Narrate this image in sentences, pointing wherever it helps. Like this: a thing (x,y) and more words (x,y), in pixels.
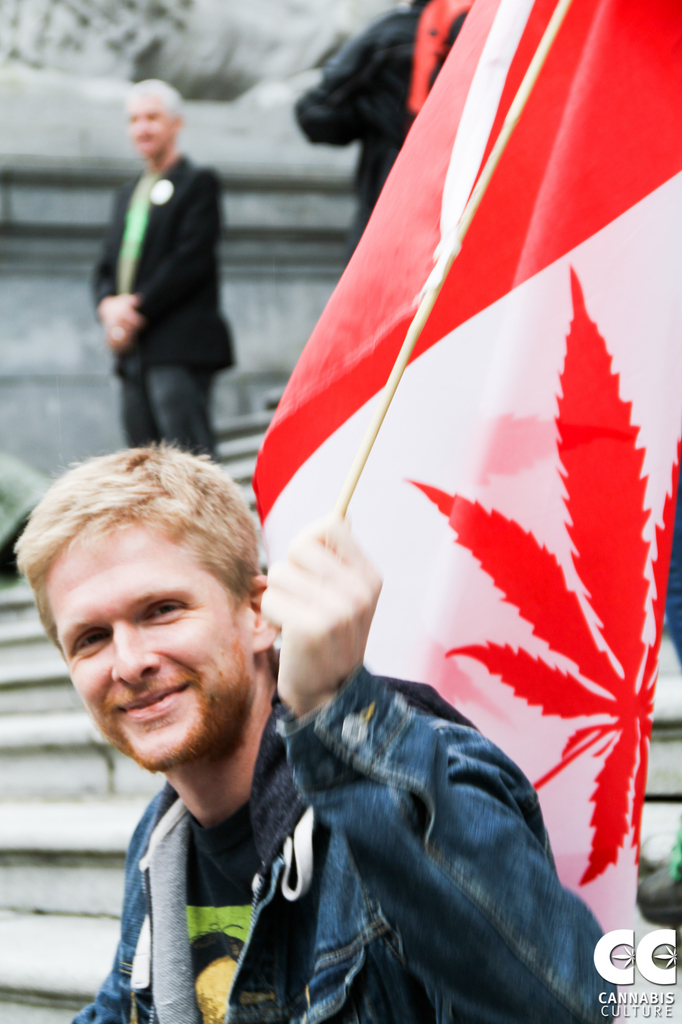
Here we can see a man (123,961) holding a flag (487,548) with his hand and he is smiling. In the background (390,62) we can see two persons (192,305).
